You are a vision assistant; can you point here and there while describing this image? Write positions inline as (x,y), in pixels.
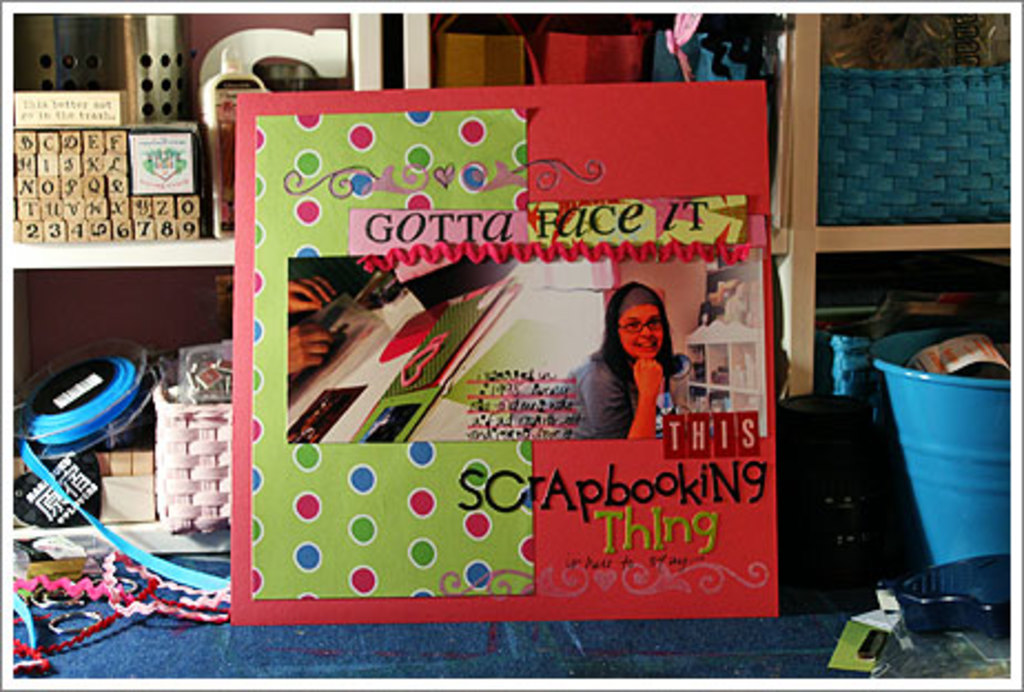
In this image I can see the blue colored surface (421,643) and on it I can see a paper (587,521) which is red and green in color. In the background (109,272) I can see a rack (126,250) in which I can see few objects (120,172), few wooden baskets (852,161) which are blue and white in color, a bucket (942,463) which is blue in color, few ropes (165,566) and few other objects (163,193).
